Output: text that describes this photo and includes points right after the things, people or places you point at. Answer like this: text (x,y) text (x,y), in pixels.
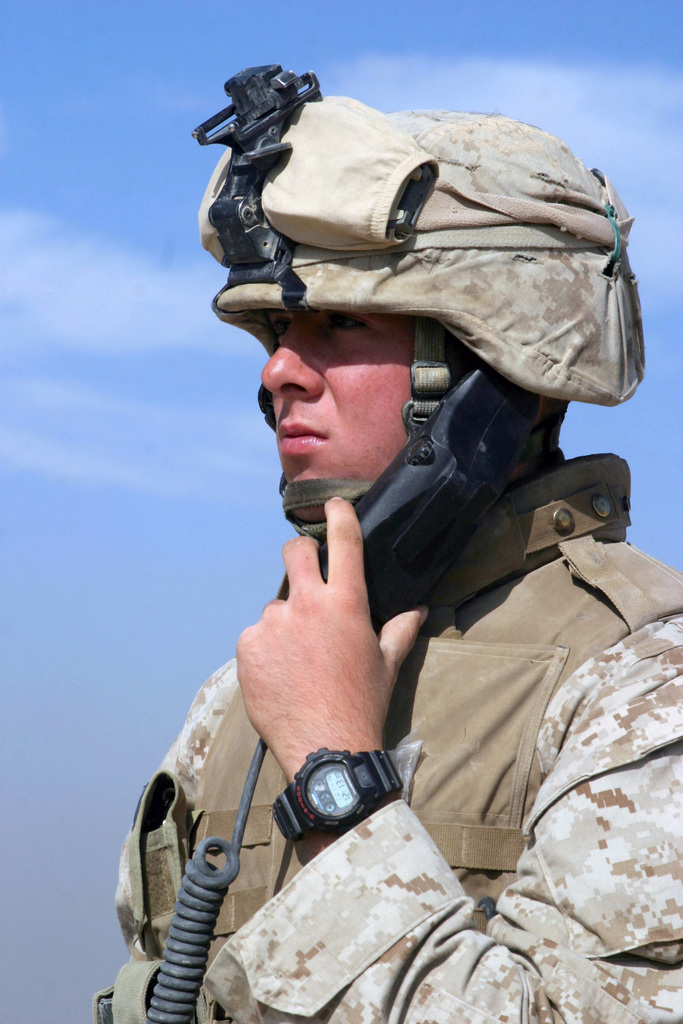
There is a man (438,1001) wore helmet (400,244) and watch (325,822). In the background (142,575) we can see sky (147,618).
